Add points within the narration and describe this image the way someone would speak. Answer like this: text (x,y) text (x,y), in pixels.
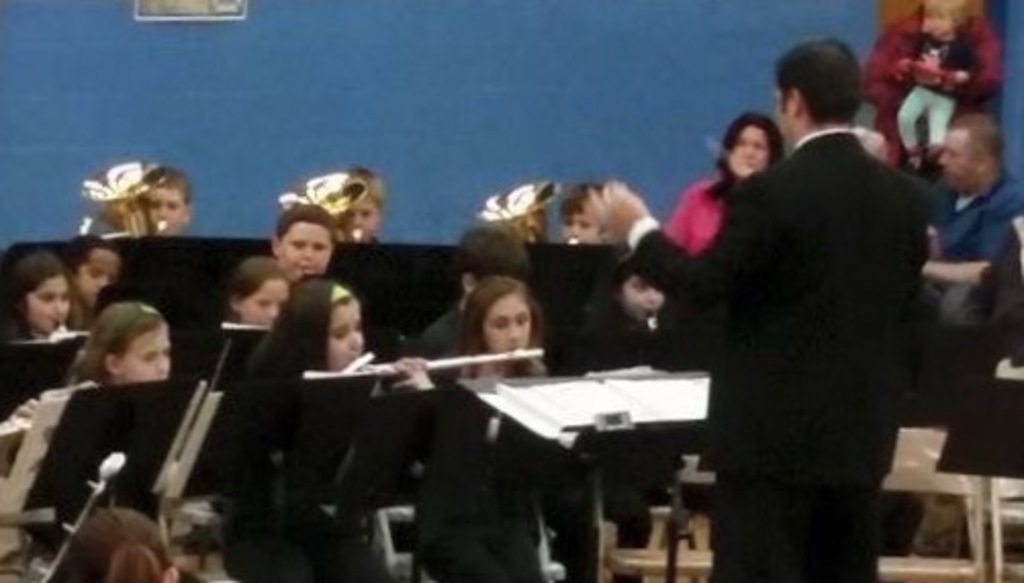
This picture shows a group of people (403,382) seated on the chairs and we see book stands (158,431) in front of them and we see a man (729,314) standing we see a book stand (694,429) in front of him and a woman (499,346) playing flute (531,353) and we see a poster (219,4) on the wall (256,33) and we see few people (1009,219) seated on the side.
